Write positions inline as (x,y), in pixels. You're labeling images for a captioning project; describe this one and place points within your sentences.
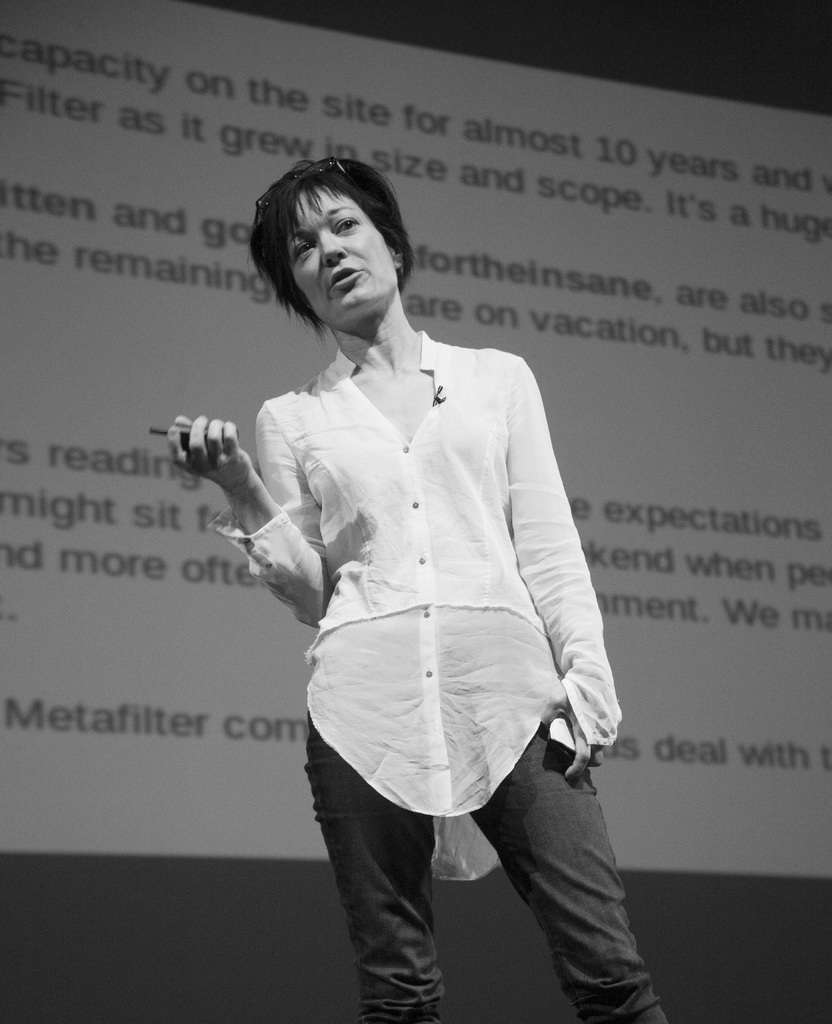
This is a black and white image where I can see a woman (394,690) wearing a shirt (320,513) and jeans (395,828) is holding some objects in her hands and standing here. In the background (52,408), I can see the projector screen (52,408) on which I can see some text (400,108) is displayed.
